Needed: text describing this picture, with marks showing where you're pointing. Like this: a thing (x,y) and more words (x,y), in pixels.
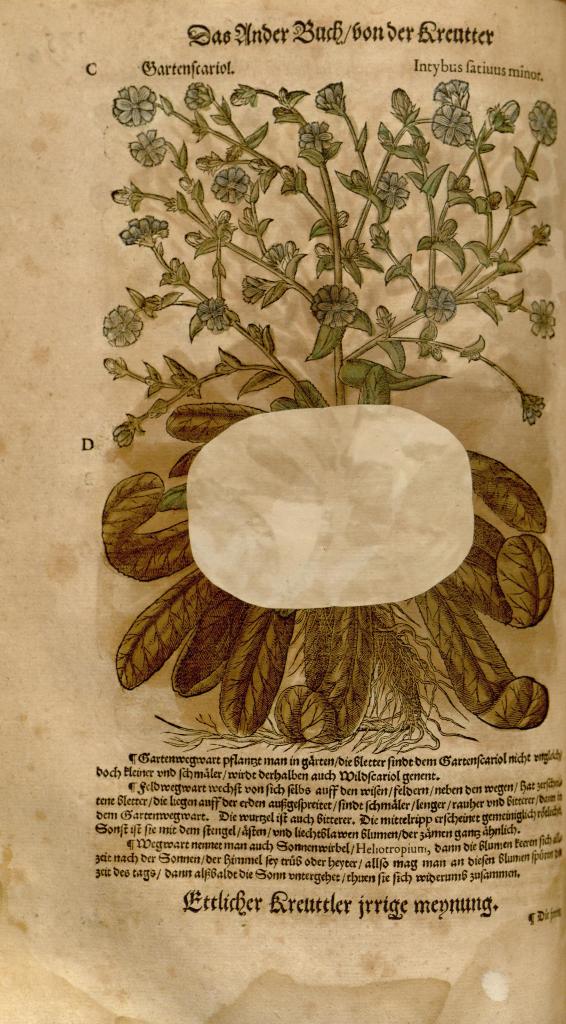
In this picture I can see a poster (269,338), on which I can see some flowers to the plant (301,708) and also I can see some text (431,796).
